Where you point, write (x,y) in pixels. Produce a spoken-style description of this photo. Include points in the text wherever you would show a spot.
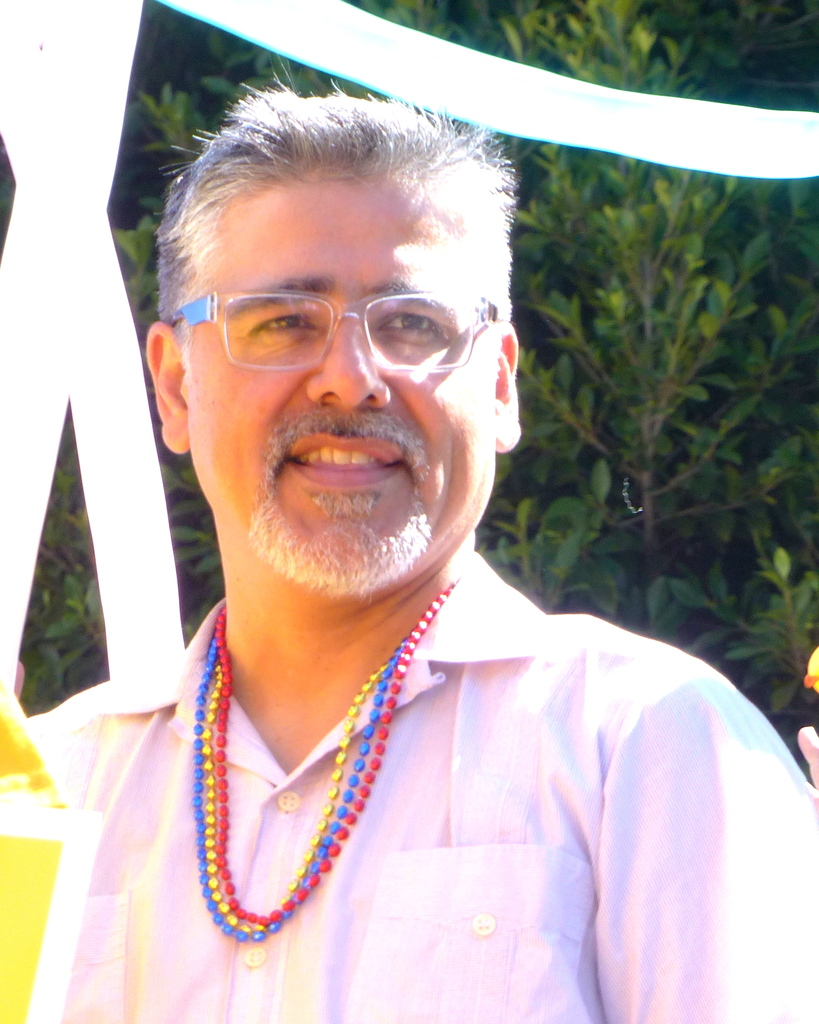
In this picture we can observe a person (324,853) wearing pink color shirt (434,920) and spectacles (300,346). We can observe red, yellow and blue color chains (222,738) in his neck (253,594). In the background (616,372) there are trees (583,262).
